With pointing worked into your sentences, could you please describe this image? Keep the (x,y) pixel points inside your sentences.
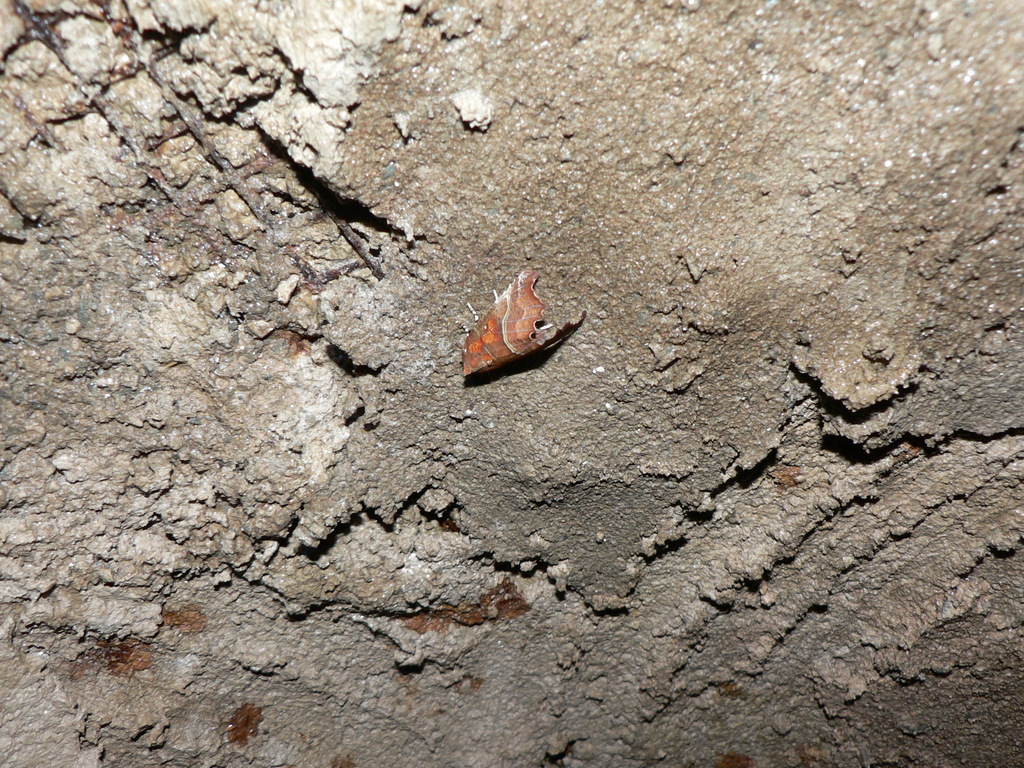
In this image there is a concrete mixture (570,361) and there are a few iron rods (164,194). In the middle of the image (510,306) there is a moth (465,357) on the concrete mixture (562,221).
